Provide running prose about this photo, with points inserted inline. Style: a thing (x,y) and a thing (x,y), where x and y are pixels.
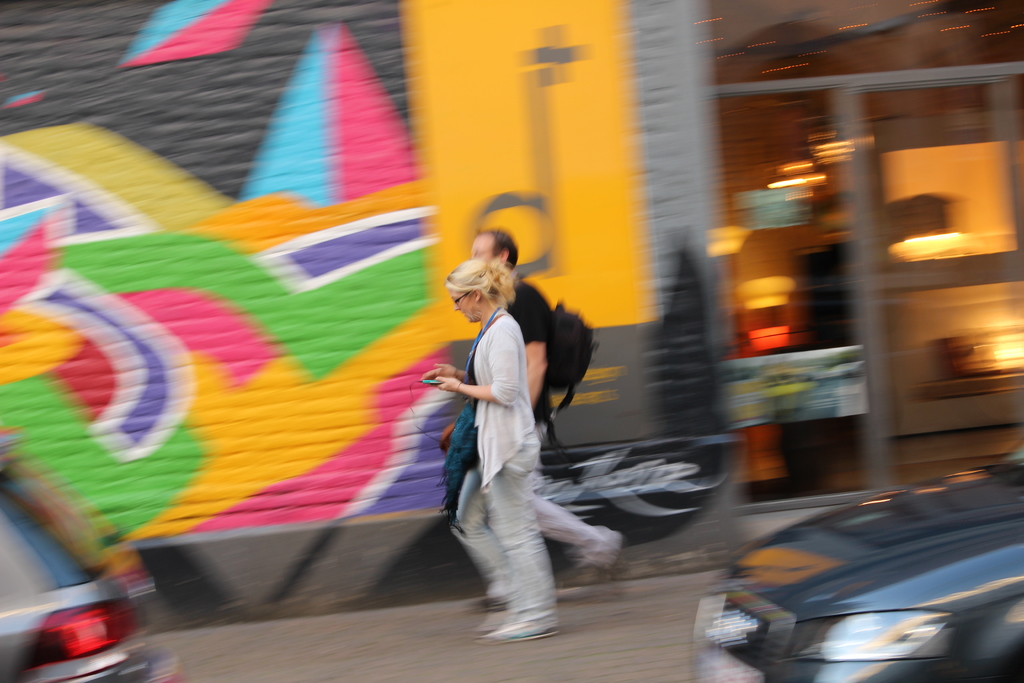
In the center of the image (492,397) we can see two people (509,498) walking. At the bottom (874,679) there are cars (885,662). In the background (771,253) there is a building (739,160) and we can see a door (822,317). There graffiti (224,104) on the wall (311,288).
